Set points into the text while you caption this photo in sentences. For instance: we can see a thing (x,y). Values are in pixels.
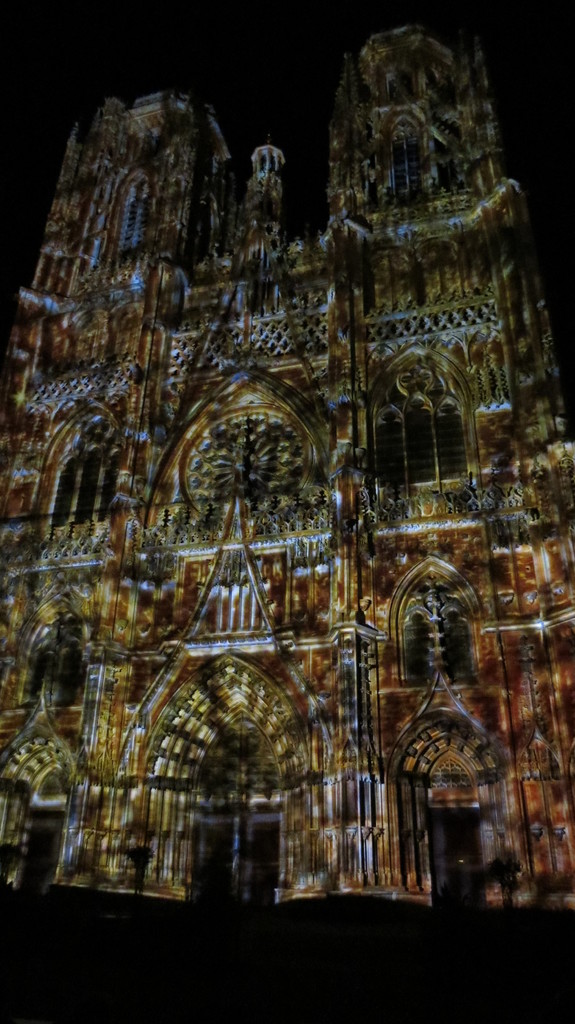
In the image we can see a building (547,750).
